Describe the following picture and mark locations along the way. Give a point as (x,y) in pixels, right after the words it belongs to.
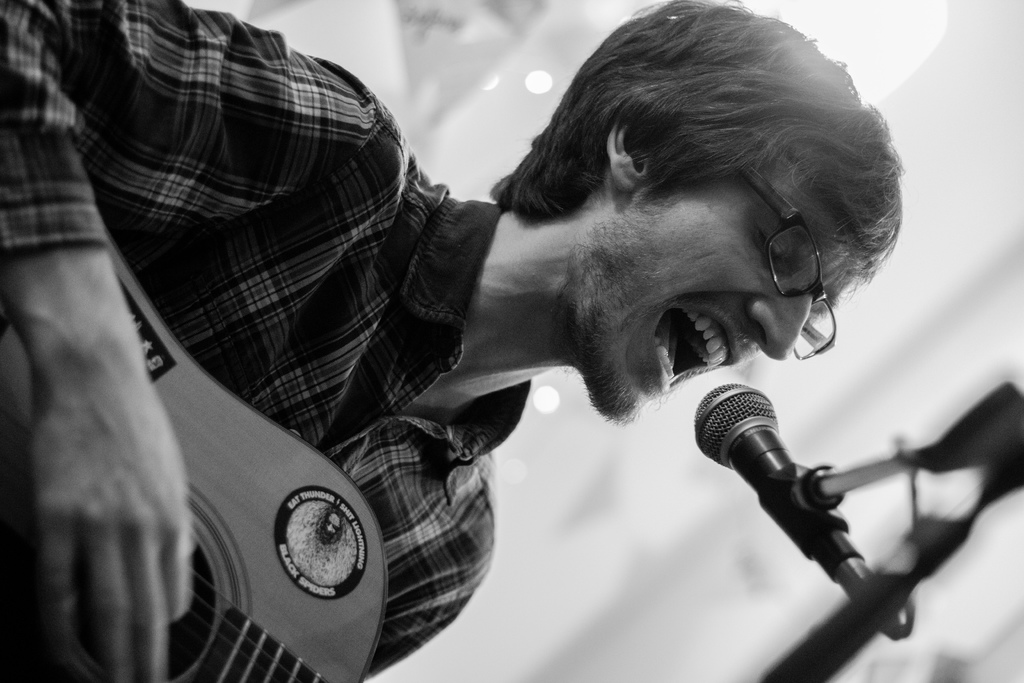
In this picture there is a man (325,323) playing a guitar (308,450) and singing. There is a mic (736,416).
